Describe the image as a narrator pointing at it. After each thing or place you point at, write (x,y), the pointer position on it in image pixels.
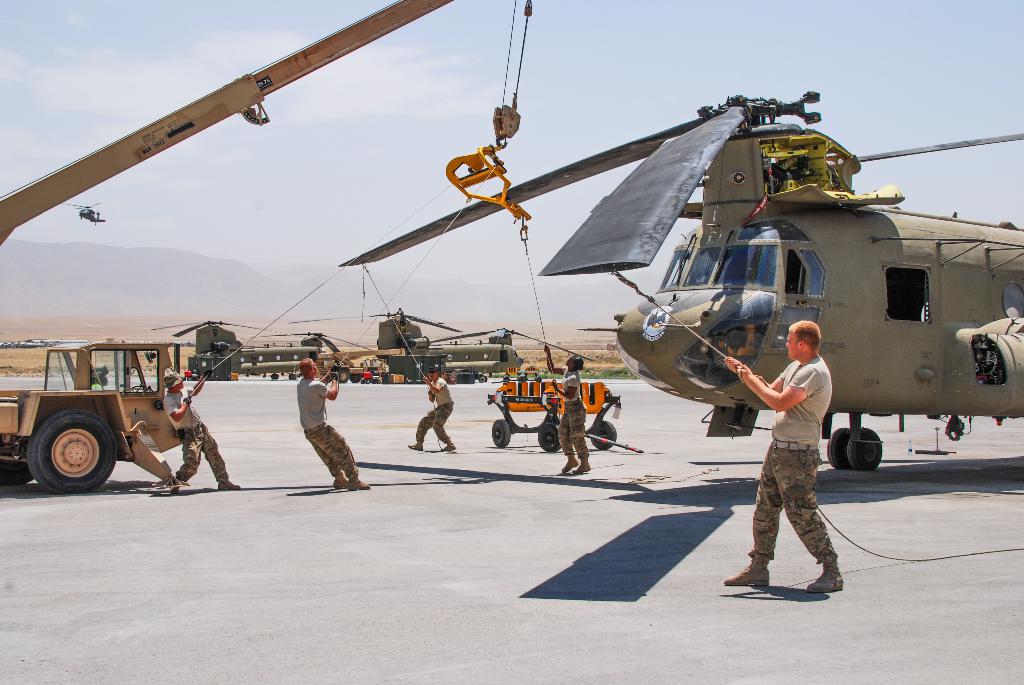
In this picture we can observe some people (317,413) on the land (325,550). All of them are holding ropes (535,295) which are tied to the blades (632,191) of a chopper (596,214). We can observe a mobile crane (107,414) and a chopper (790,288) on the runway (523,536). In the background (271,318) there are some hills (255,284) and a sky (331,151).
